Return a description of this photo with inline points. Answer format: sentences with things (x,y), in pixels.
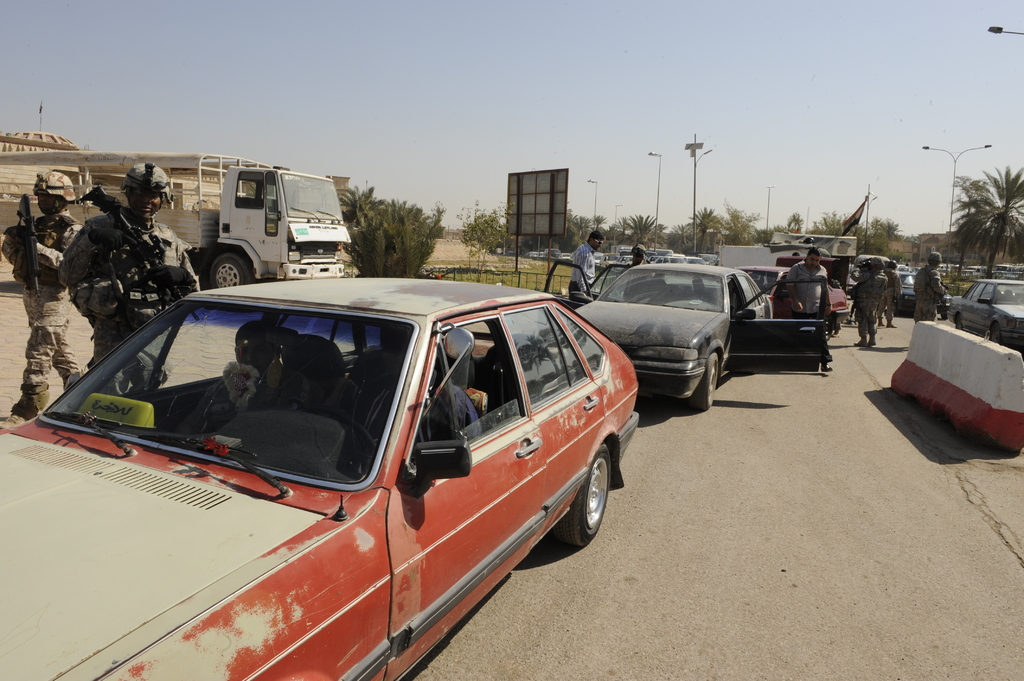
In this image we can see some vehicles (431,389) moving on the road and there are some persons (868,294) standing and sitting in the cars (443,318) there are some police man (170,249) checking the cars (312,286) and at the left (228,15) and right side of the image (1005,180) there are some trees (374,206), boards (553,193), lights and clear sky (263,76).
